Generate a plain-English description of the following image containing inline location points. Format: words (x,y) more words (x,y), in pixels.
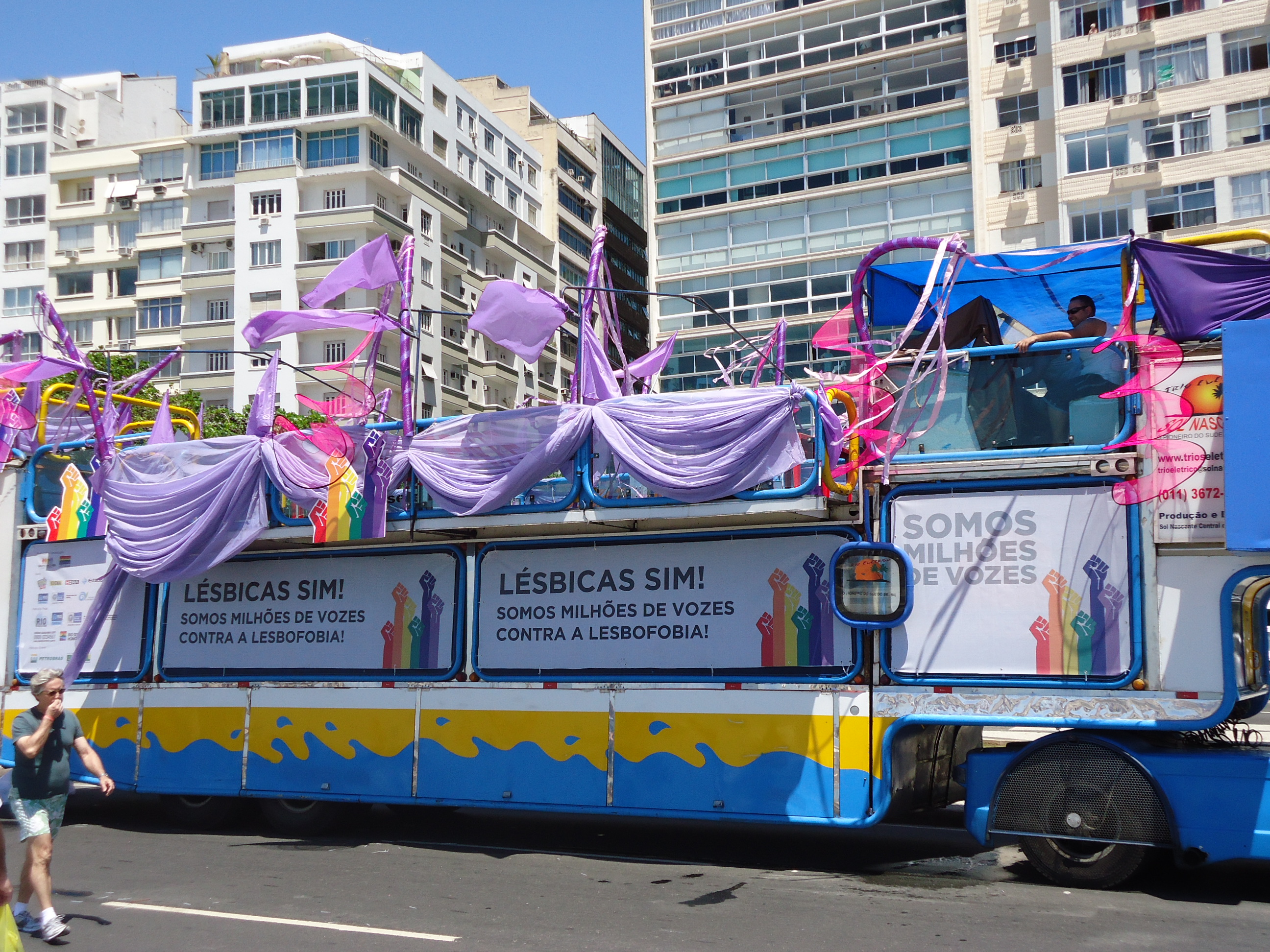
In this image there are buildings (471,241). At the bottom (185,807) there is a vehicle (791,765) on the road (830,831). There are people (17,803). In the background (478,64) there is sky (463,69).
